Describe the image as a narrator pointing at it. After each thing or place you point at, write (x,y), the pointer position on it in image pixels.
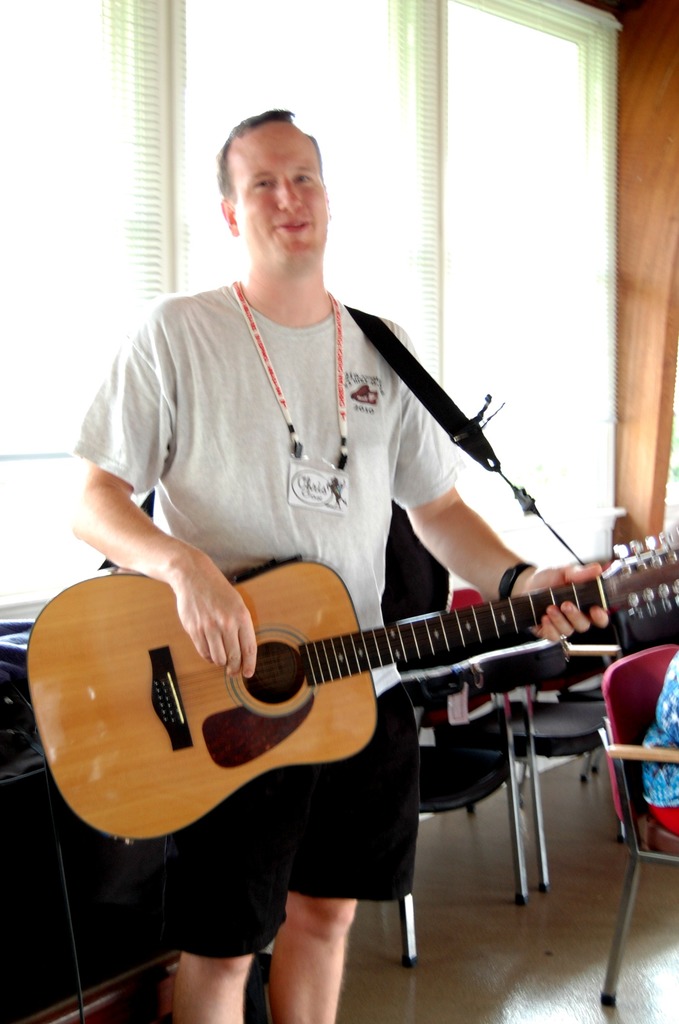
This man (386,541) wore t-shirt (359,554), id card (329,494) and playing guitar (183,683). Background (429,180) we can able to see chairs (454,774), window (527,338) and a table (31,869). Here a person (677,786) is sitting on this red chair (608,755).
